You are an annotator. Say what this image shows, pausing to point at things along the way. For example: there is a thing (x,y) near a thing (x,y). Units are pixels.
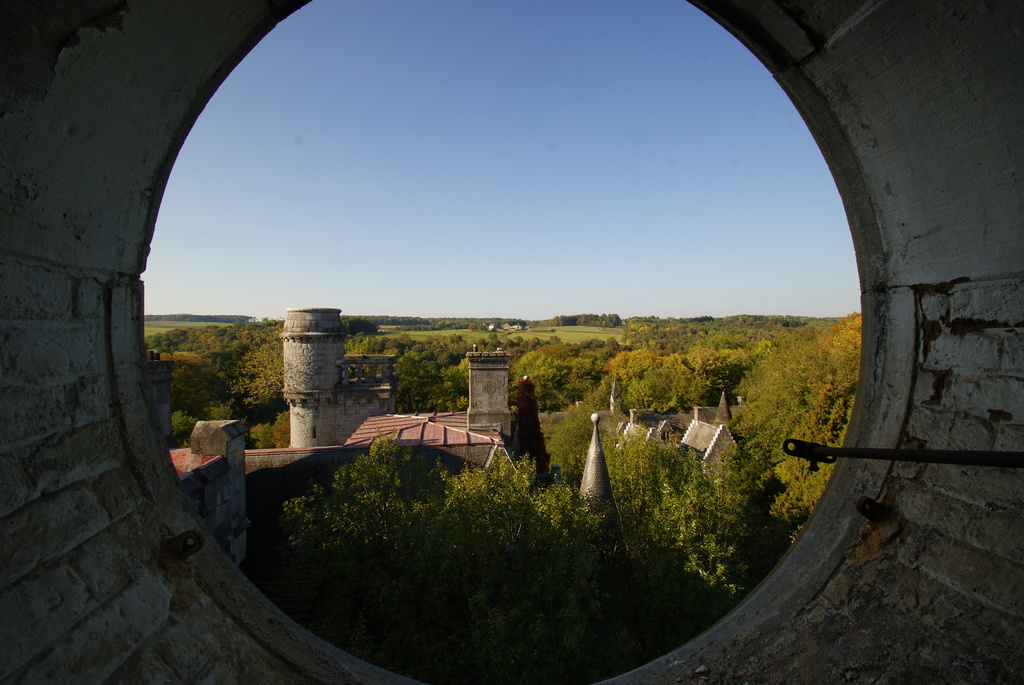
This image is taken from the tunnel (103,82). Through the tunnel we can see the buildings (354,389) and castle (304,374) beside it and there are trees (386,447) all over it. At the top (525,177) there is sky (483,130).
